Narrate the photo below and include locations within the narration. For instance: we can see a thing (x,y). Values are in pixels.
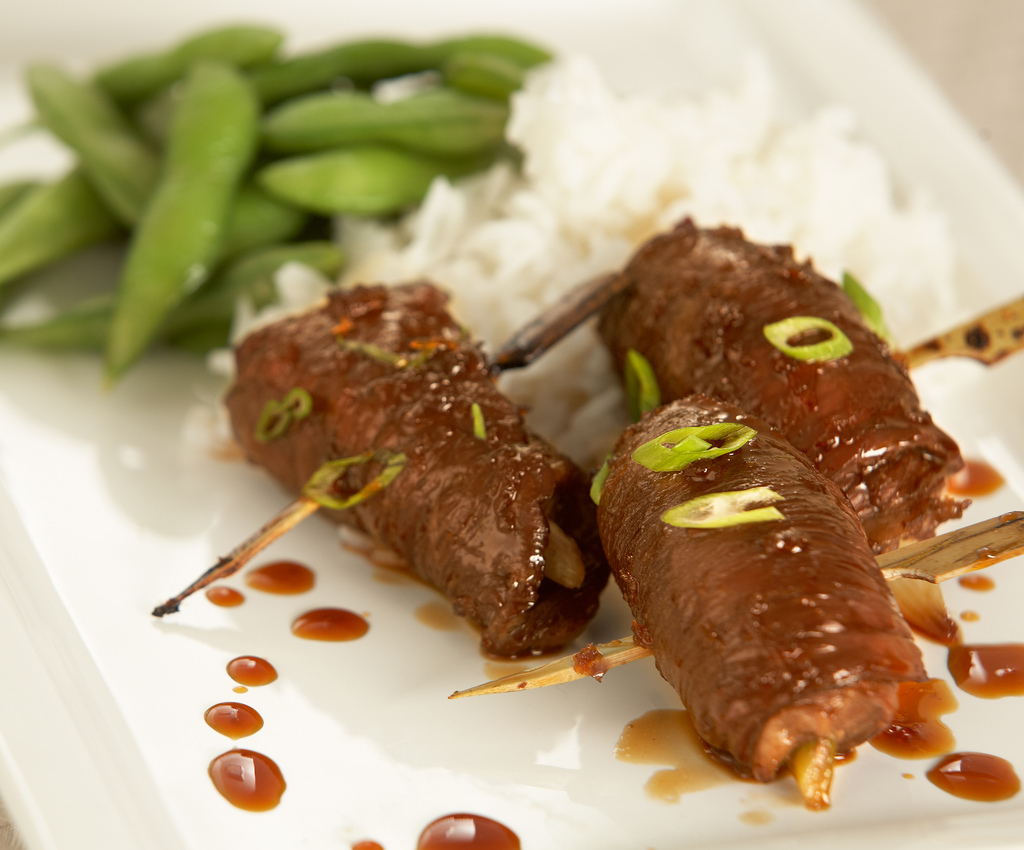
In the picture we can see a white color tray (165,833) on it we can see some snack items (709,539) with toothpicks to it and beside it we can see some sauce drops (998,771) on the tray (1007,813) and behind it we can see some rice (375,279) and vegetables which are white in color and some are green in color.
